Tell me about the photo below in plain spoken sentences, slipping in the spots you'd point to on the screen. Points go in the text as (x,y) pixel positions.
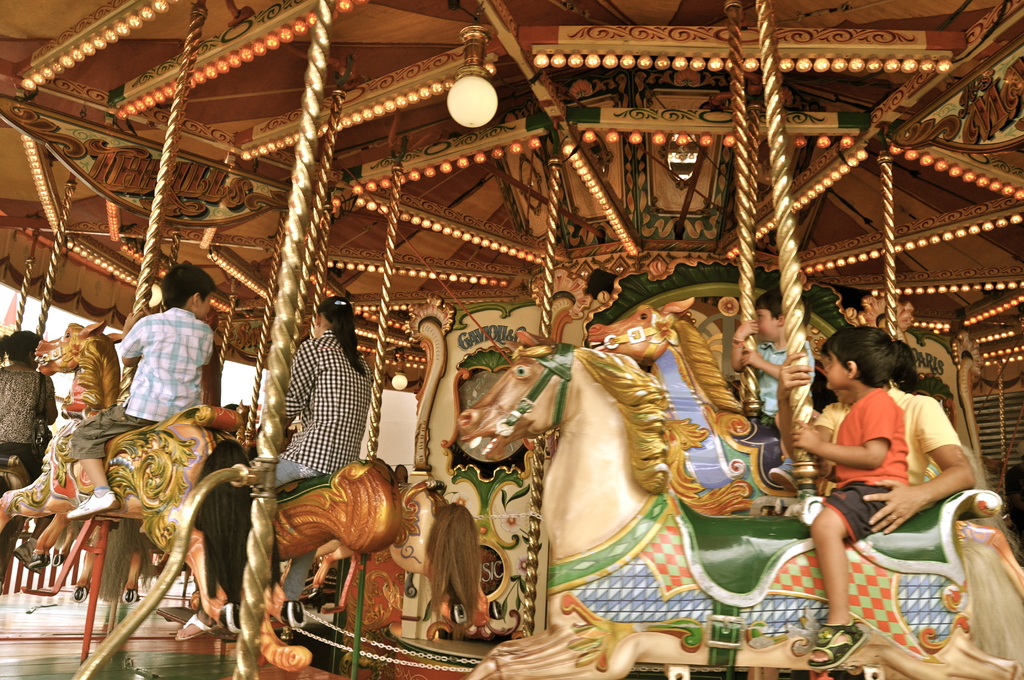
This is an amusement ride (295,170) where we can see few persons (186,383) are riding on the toy horses (571,520) and there is a light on the roof top (479,208) and in the background (423,613) there are objects (377,653).
